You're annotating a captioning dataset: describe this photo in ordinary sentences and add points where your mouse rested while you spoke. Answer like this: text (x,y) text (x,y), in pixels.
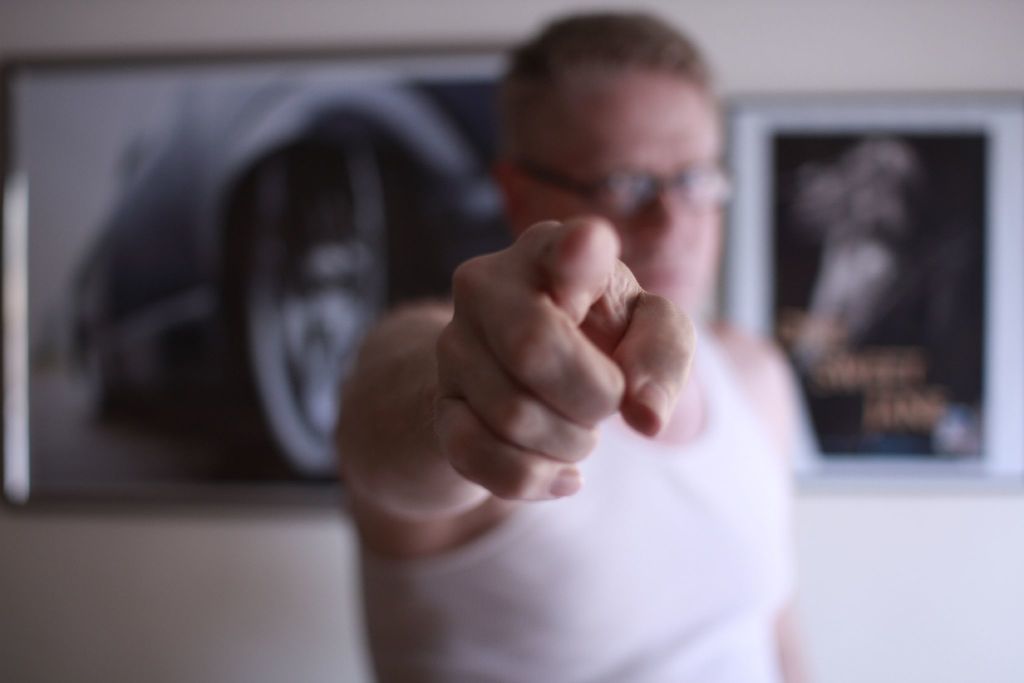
In the center of this picture (600,323) there is a person (595,486) seems to be standing. In the background (875,144) we can see the picture frames (362,210) hanging on the wall (850,527) and the background of the image (321,79) is blurry.
